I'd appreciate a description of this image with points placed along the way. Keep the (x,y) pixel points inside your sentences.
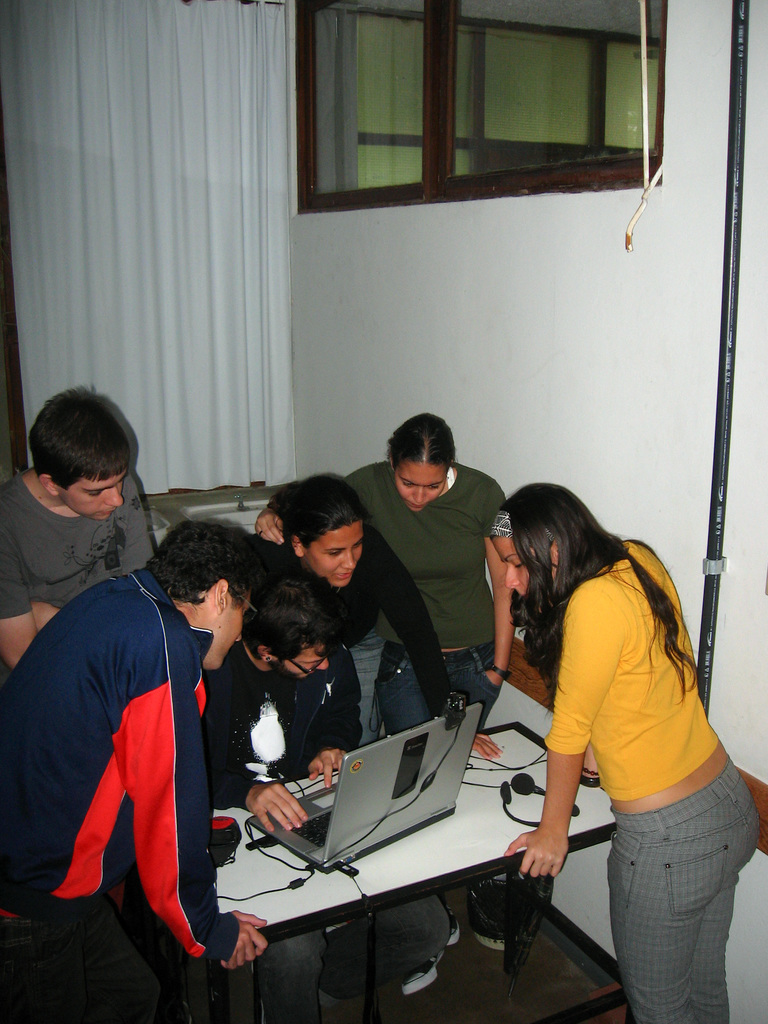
In this picture there are group of people (586,711) who are standing and looking into the laptop (408,768). There is a man (301,707) who is wearing a black t shirt (269,726) is sitting on the chair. There is a white curtain (169,218) at the background (138,194). There is a black rod (732,316) to the right (732,306).
